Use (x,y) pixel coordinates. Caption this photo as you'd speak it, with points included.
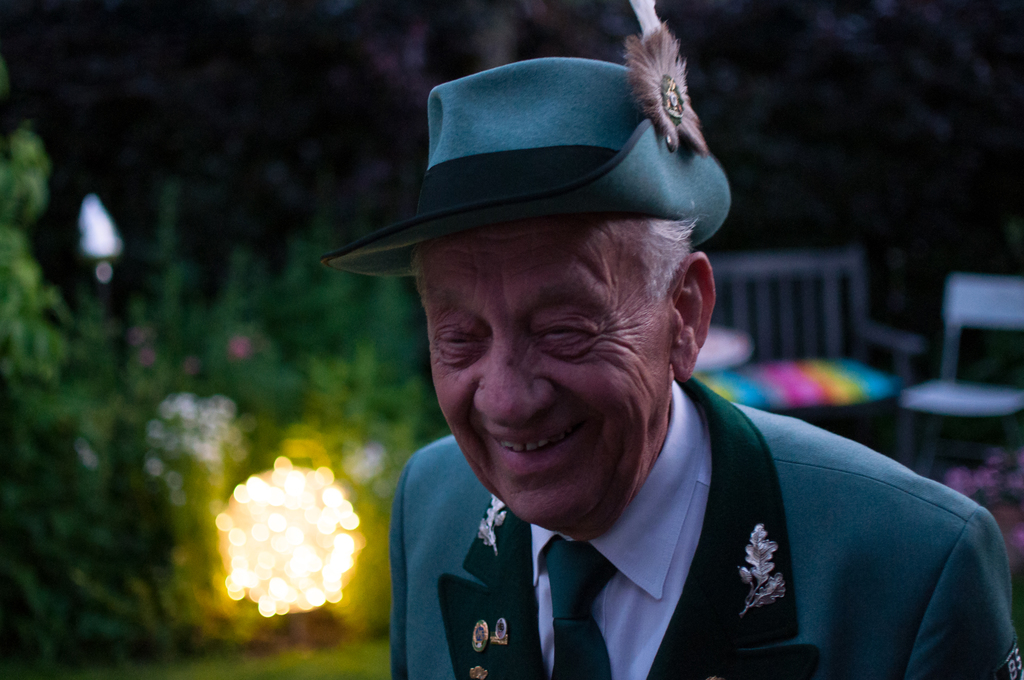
In this image, I can see the old man (480,410) smiling. He wore a cap (489,205), suit (464,553), tie (594,589) and shirt (661,504). In the background (809,333), I can see the chairs (983,409). These are the trees (307,342).
